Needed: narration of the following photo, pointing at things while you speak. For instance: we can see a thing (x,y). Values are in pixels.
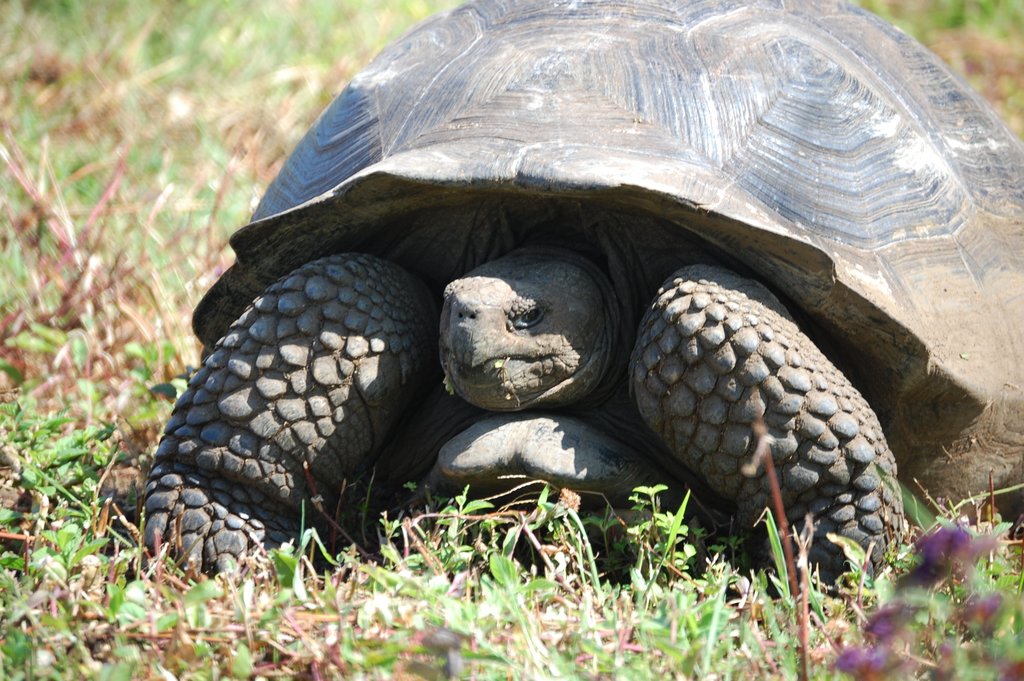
In this image there is a tortoise (600,395) and plants (678,561).
